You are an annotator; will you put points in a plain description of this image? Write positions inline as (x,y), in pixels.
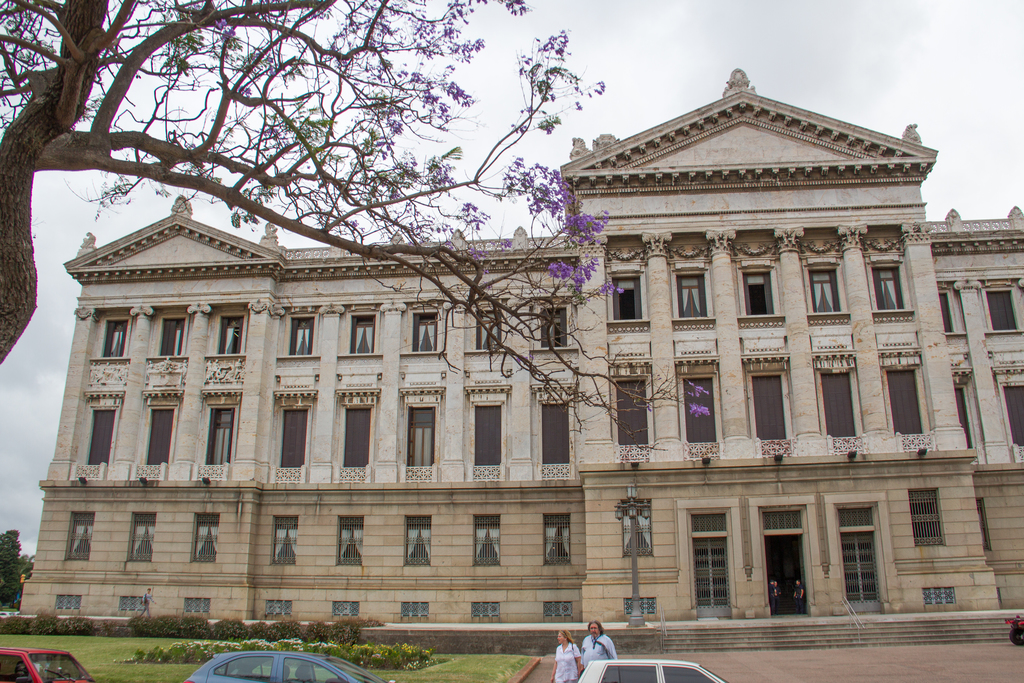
In this image there is a building (697,258) having windows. Before it there is a street light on the floor (613,624). There is a staircase (791,641). Two persons (578,660) are on the floor (548,664). Bottom of the image (634,678) there are few vehicles (216,678). Behind there are few plants (149,658) on the grassland (121,666). Left side (7,560) there are few trees (7,542). Left side (10,331) there is a tree (6,248) having few flowers (541,195). Top of the image (644,80) there is sky (1,413).
